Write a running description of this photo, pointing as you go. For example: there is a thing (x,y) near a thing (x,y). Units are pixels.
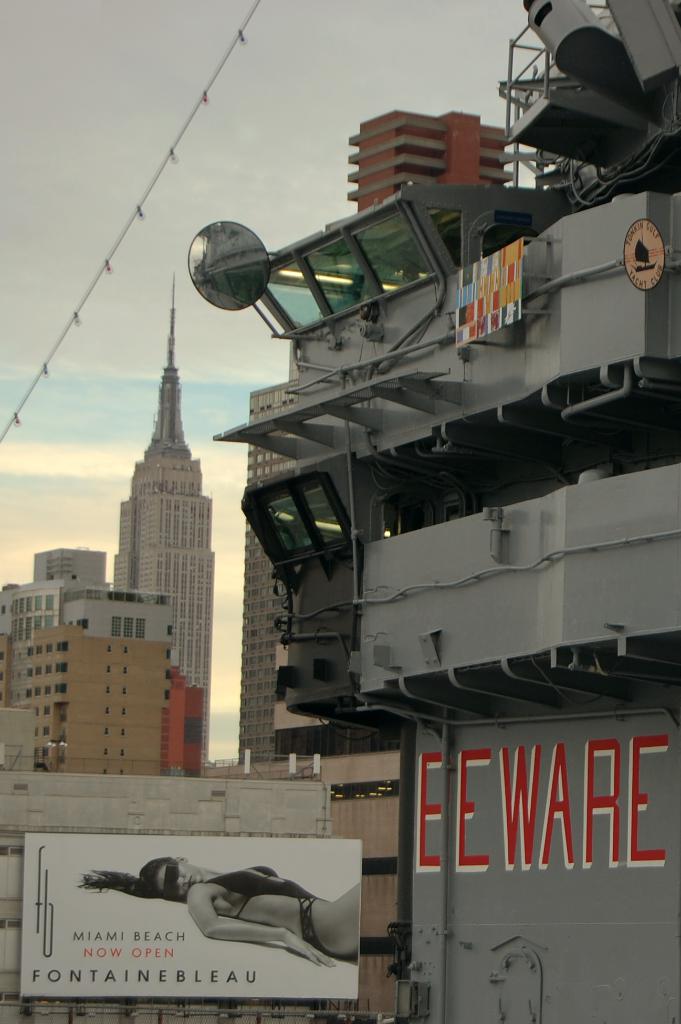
In this image, we can see so many buildings (122,656), glass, rods (561,718), pipes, hoarding (49,965), some objects (505,431). Background (273,167) there is a sky (254,184).
